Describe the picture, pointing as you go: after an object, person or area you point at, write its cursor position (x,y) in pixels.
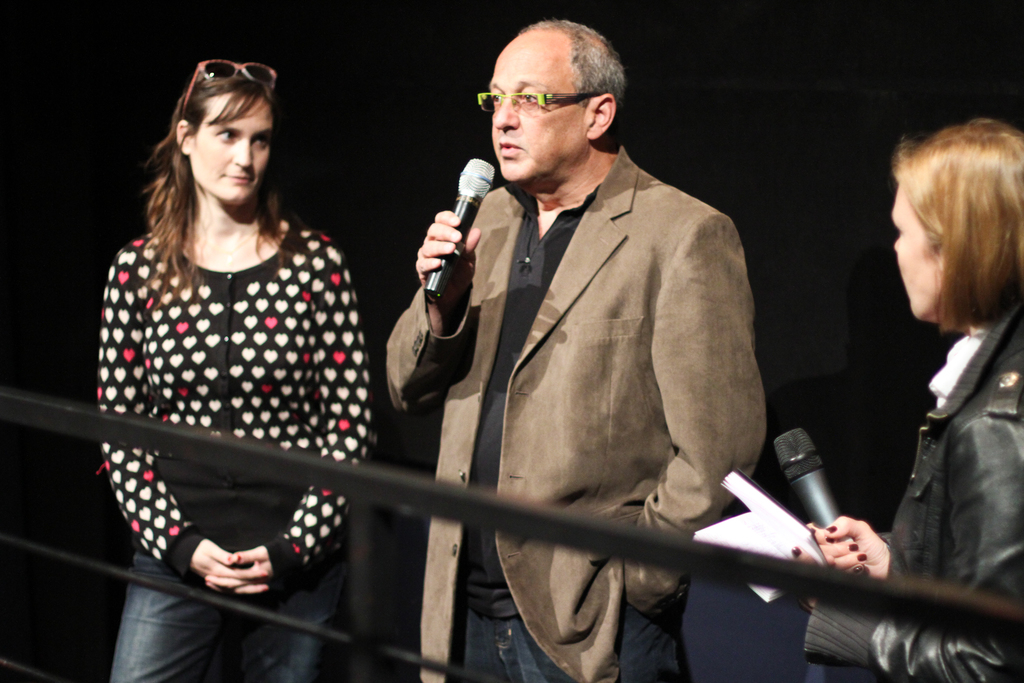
This man (573,364) wore suit (584,338), spectacles (538,96) and holding mic (463,235). Beside this man (544,334) other two womens (341,302) are standing. This woman (1001,234) wore black jacket (938,546), holding book (807,537) and mic (821,471). This woman (258,367) is looking towards this man (501,362).
